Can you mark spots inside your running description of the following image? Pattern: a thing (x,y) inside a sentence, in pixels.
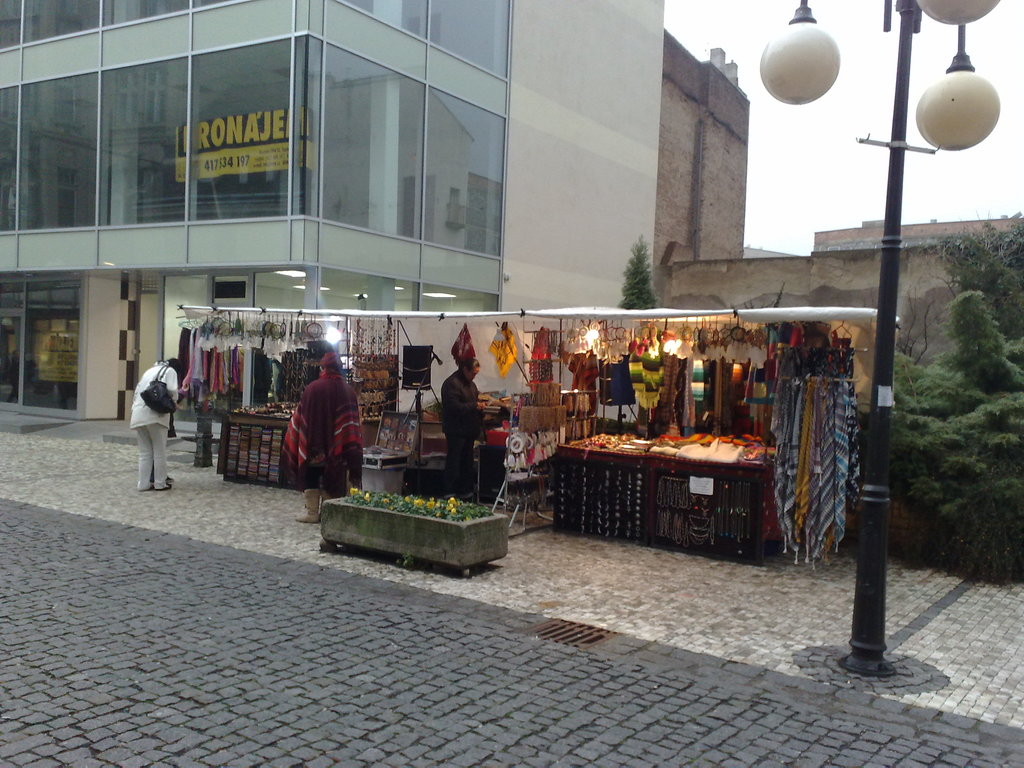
In this image we can see three people (447,407) and stalls (648,413) on the pavement (724,564). In front of the stalls (576,413), we can see potted plant (395,544). On the right side of the image (951,350), we can see lights (792,37), pole (910,1) and trees (949,360). In the background (609,231), we can see the buildings (669,201). There is the sky (749,37) at the top of the image (791,131).
